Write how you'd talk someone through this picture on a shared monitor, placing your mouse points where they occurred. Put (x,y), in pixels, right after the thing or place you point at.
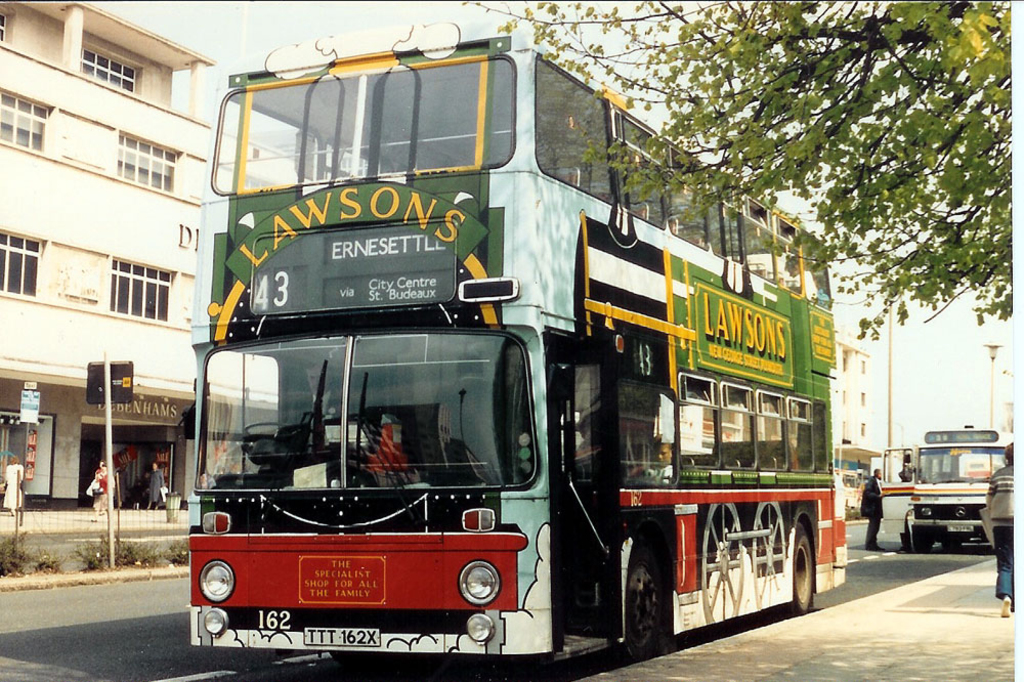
This picture is clicked outside. In the center (394,390) we can see the two vehicles (407,480) seems to be running on the ground (83,515) and we can see the group of persons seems to be walking. On the left (46,202) we can see the building (120,310) and we can see the boards (97,374) attached to the poles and we can see the plants (106,555). In the background (951,335) there is a sky (927,340), buildings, trees (855,237) and some other objects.
